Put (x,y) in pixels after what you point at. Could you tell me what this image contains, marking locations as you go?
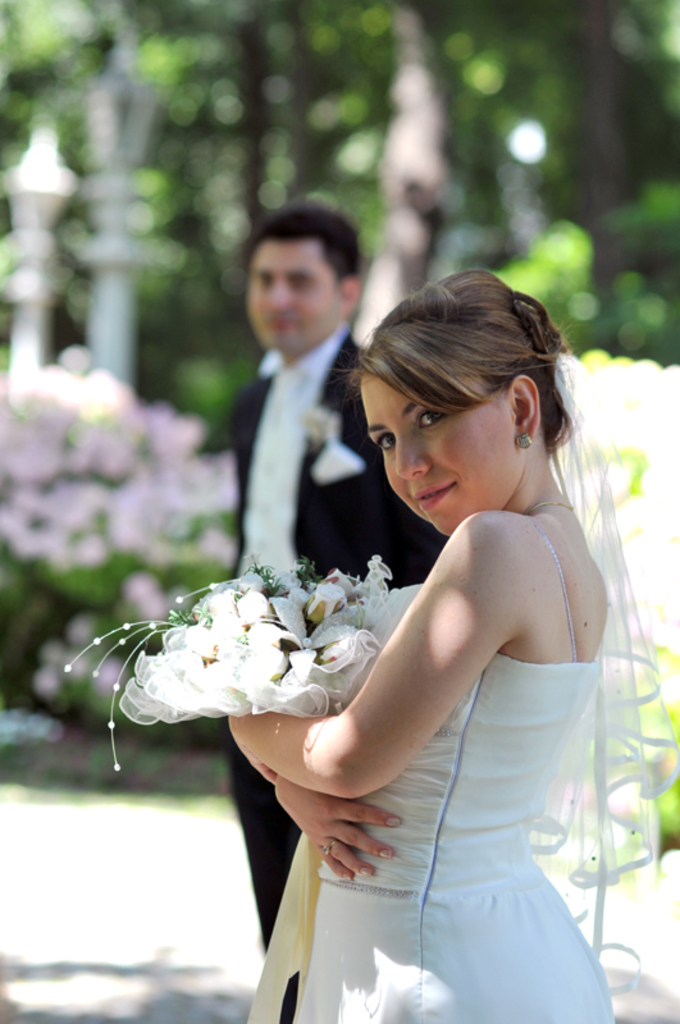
In this image I can see a man (341,404) and woman (484,641), woman (484,641) holding a flower bouquet (315,577), backside it might be look like tree (218,78) and poles (18,309).
